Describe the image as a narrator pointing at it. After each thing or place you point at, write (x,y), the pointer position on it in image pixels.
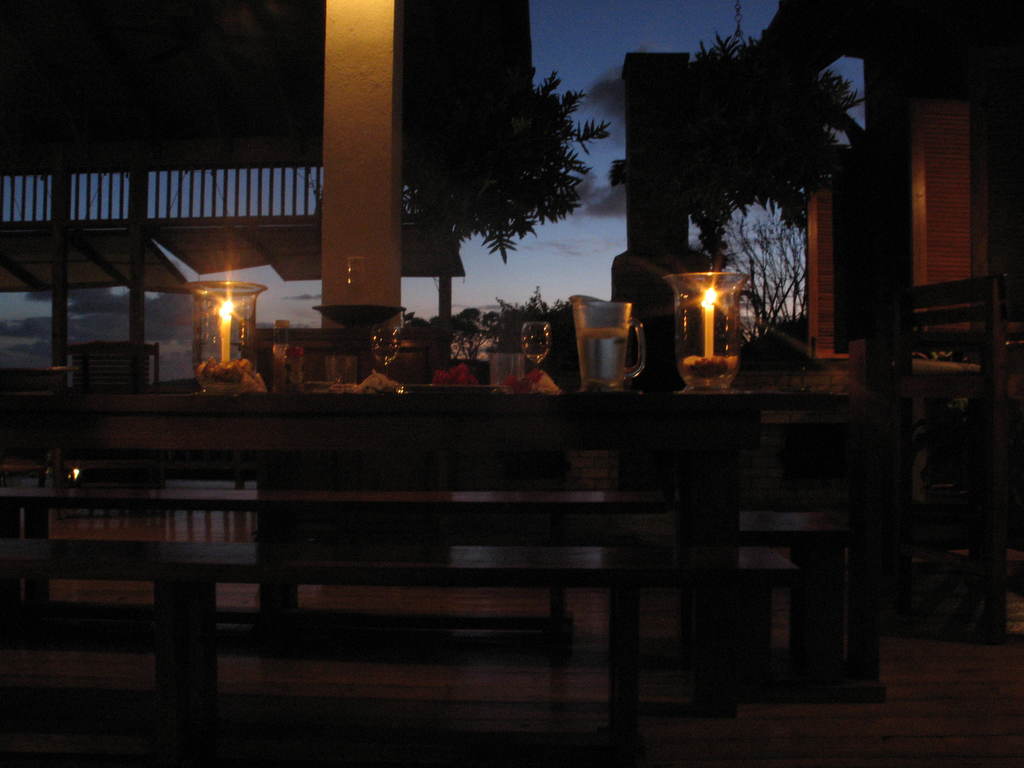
In this image, we can see benches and there are glasses (395,358) and jars (250,307) and a mug (616,337) with water (608,348) and inside the jars (234,338), we can see candles (218,321) which are lighted. In the background (766,173), there are trees (776,137), pillars (364,179) and there are chairs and a wall (926,241). At the bottom (531,724), there is a floor (683,681).
